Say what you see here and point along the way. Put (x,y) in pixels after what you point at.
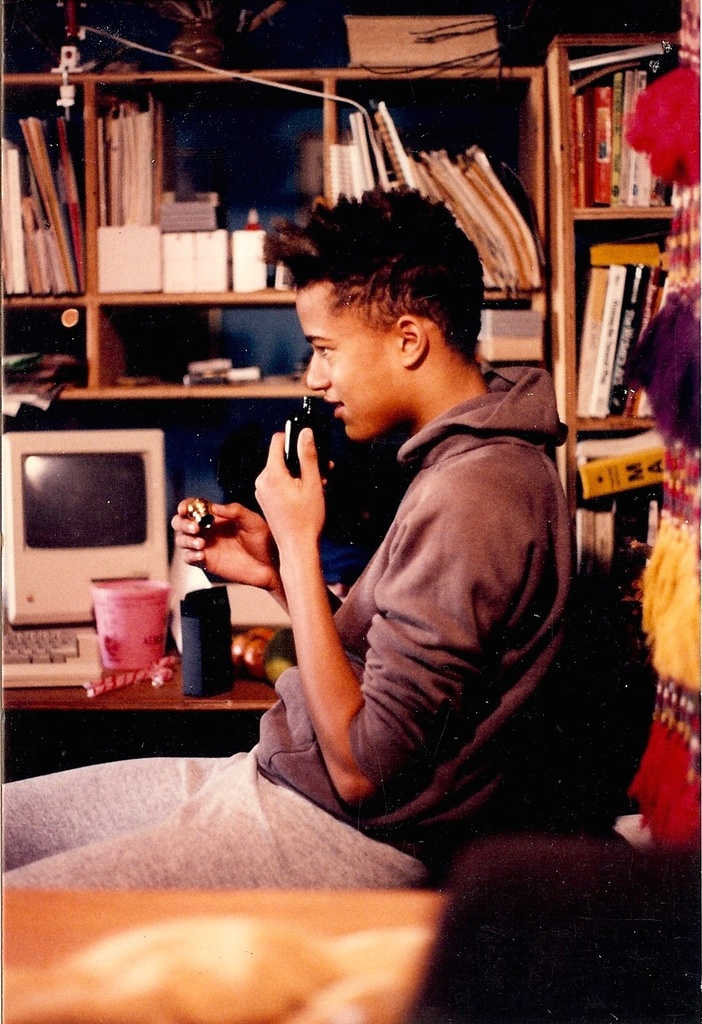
In this picture we can observe a boy (408,604) wearing a hoodie (399,685), sitting in the chair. He is smiling. In the background (228,242) we can observe a bookshelf (577,213) in which there are some books (127,150). We can observe a device (67,592) on the brown color desk (241,680) in the background (82,527).
